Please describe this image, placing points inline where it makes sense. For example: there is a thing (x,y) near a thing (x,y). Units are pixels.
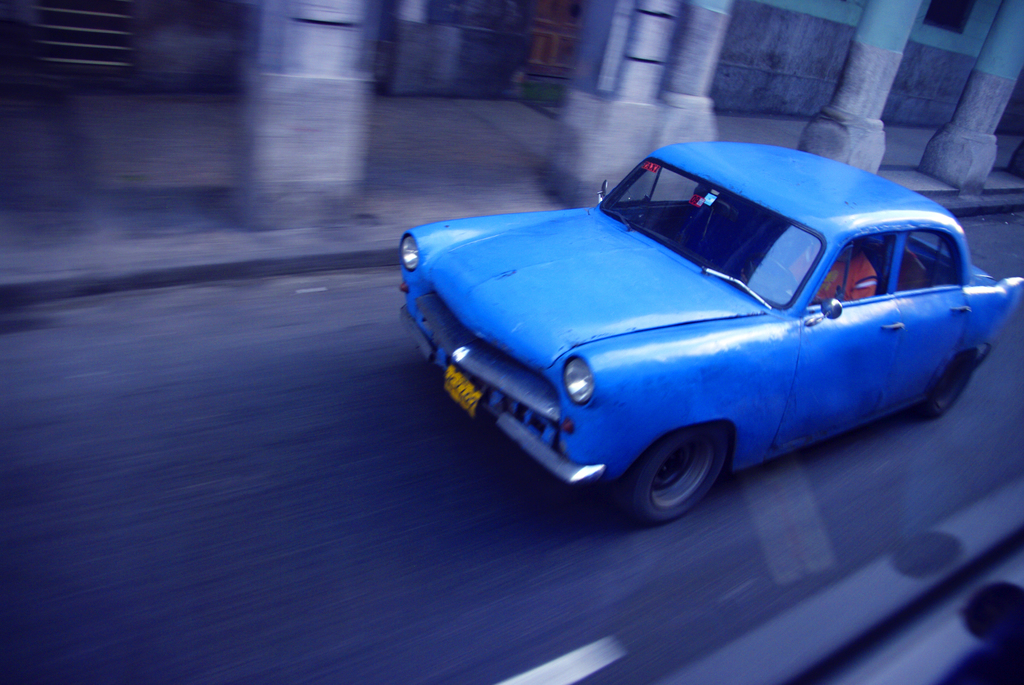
This image consists of a car (820,342) in blue color. In which we can see a man (859,288). At the bottom (440,603), there is a road (295,548). In the background (769,26), there are pillars (289,92) along with a building (567,18).
